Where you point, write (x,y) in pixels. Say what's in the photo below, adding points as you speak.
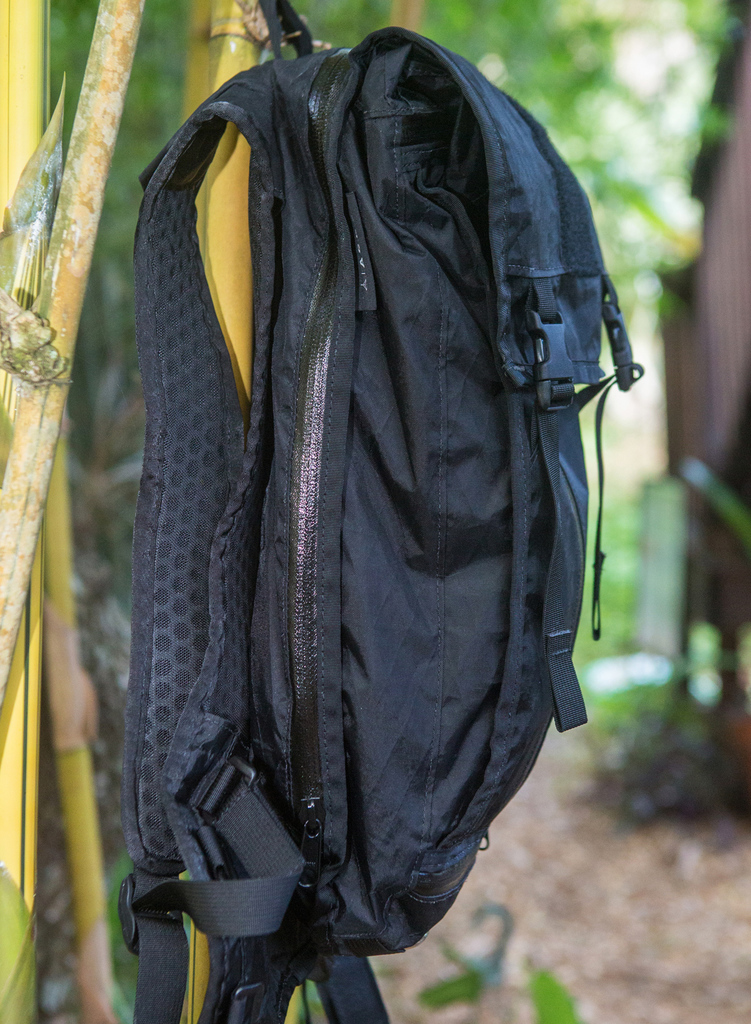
A bag (397,538) is hanging on a stick (232,56).
